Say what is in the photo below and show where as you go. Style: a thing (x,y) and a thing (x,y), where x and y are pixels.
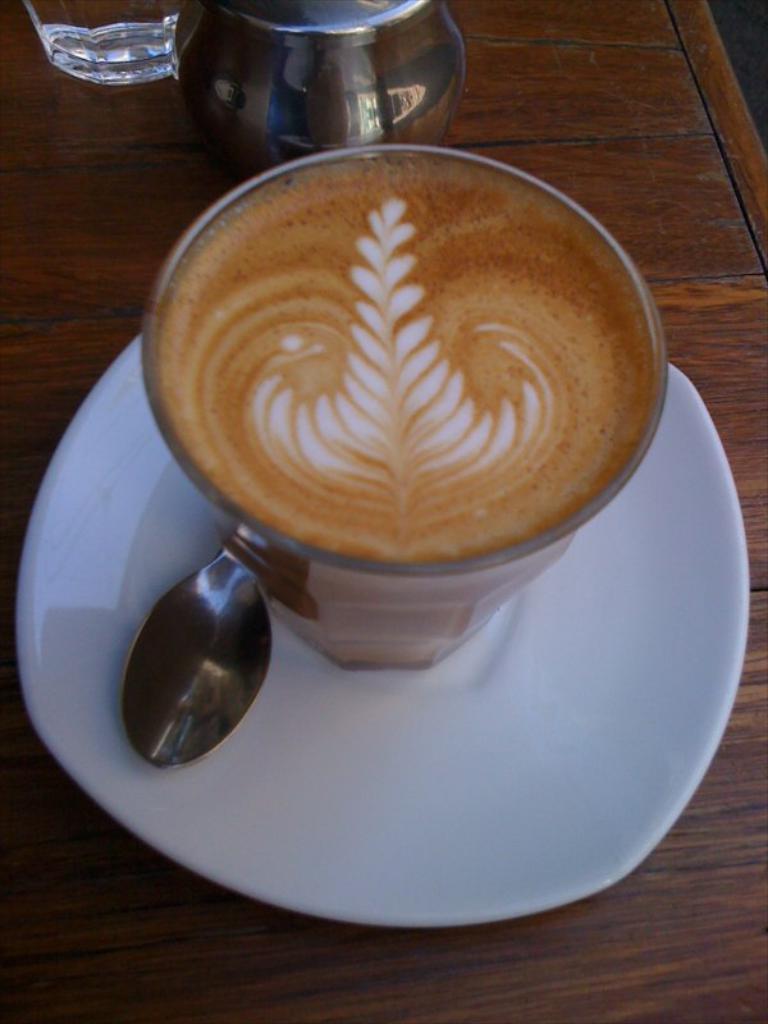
In this picture we can see a cup (249,461) and a spoon (230,701) in the saucer (397,729), beside to the cup (428,417) we can find a glass (46,5) and a jug (322,110) on the table (684,206).
